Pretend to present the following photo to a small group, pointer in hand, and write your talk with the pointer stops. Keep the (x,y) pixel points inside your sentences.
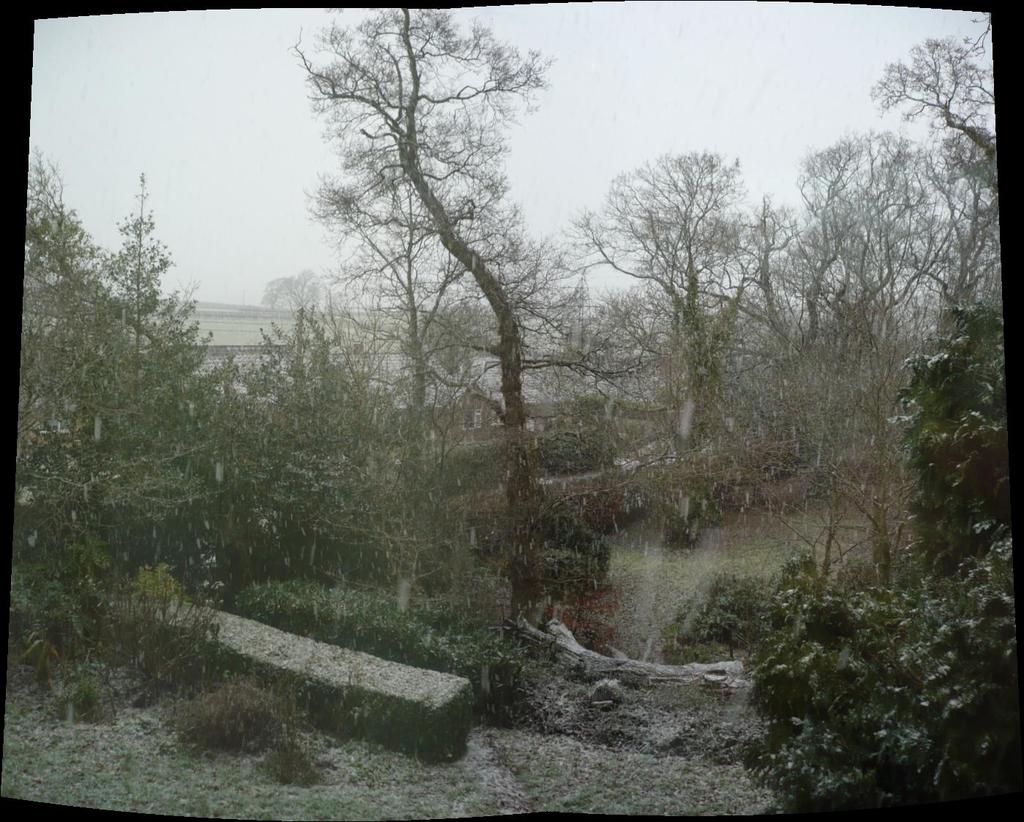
In this image we can see a group of trees (387,430), some water drops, the rock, a wall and the sky (262,169) which looks cloudy.
